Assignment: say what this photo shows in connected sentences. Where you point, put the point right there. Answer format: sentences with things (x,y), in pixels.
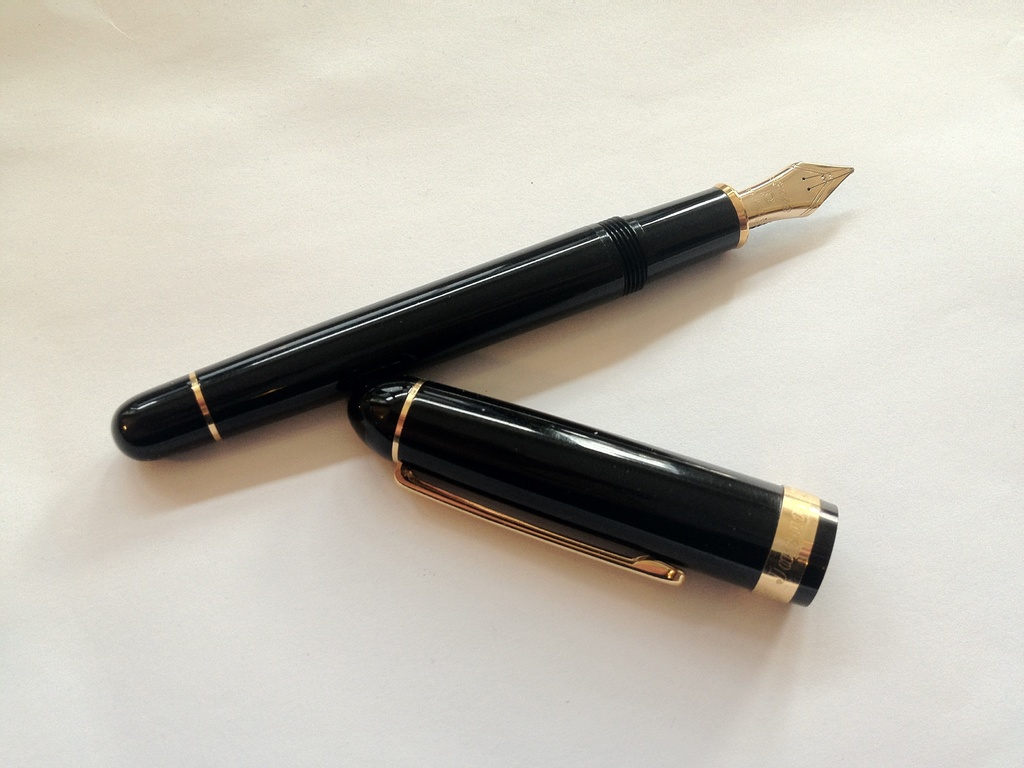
In the picture there is an ink pen (388,353), the cap (506,448) of the pen (435,352) is removed and kept beside the pen (451,342).
